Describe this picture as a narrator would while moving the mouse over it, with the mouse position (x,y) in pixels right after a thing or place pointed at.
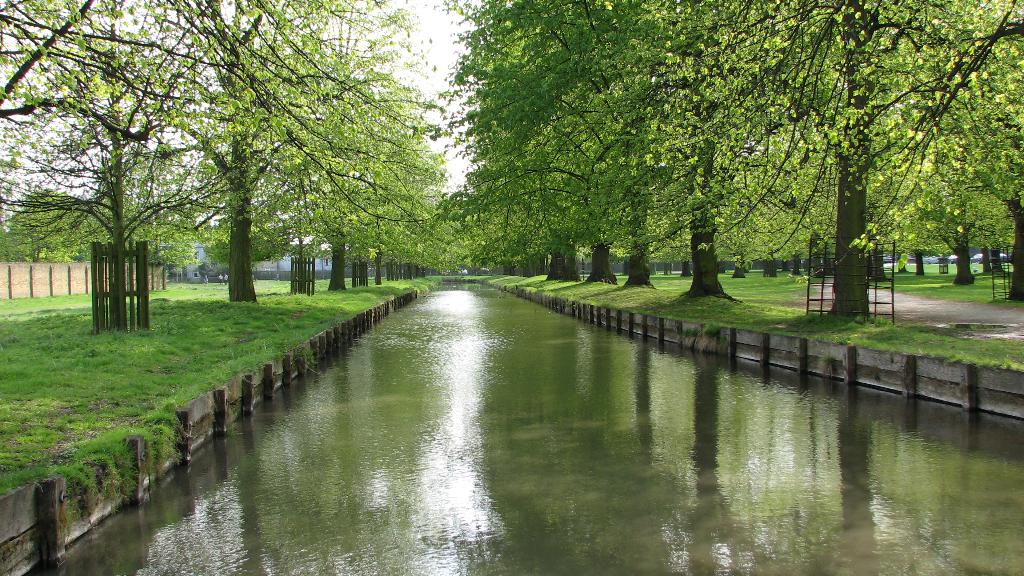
This picture shows few trees (551,238) and we see water (298,411) and grass (259,357) on the ground (204,364) and a wall (69,288) and we see fence (136,322) around few trees (376,283) and a cloudy Sky (455,38).
